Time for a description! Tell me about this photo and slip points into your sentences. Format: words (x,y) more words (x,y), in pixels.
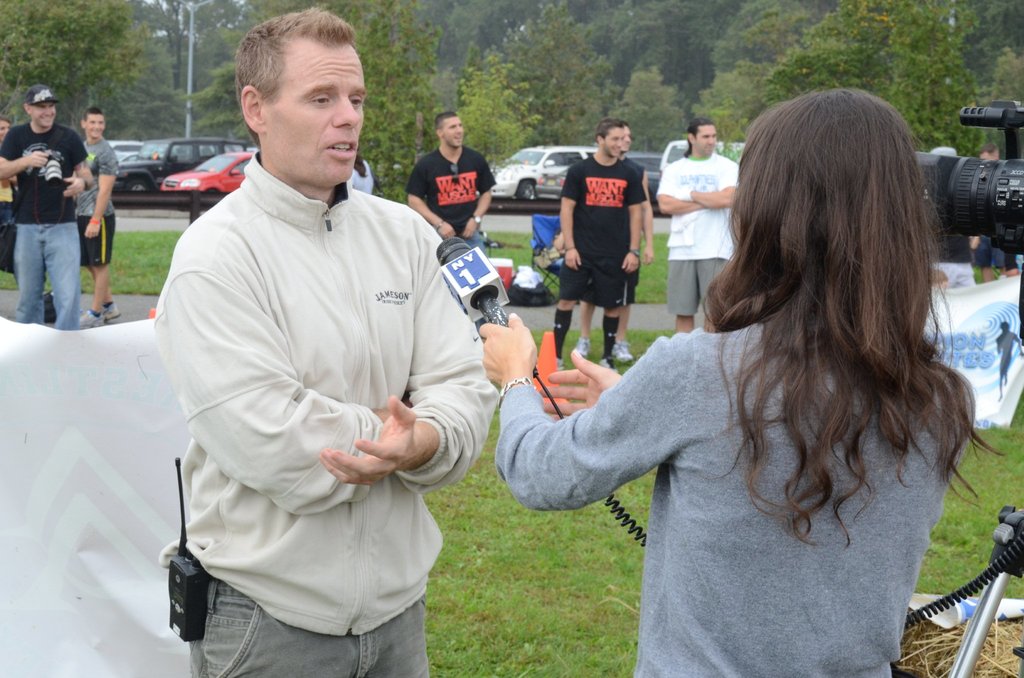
In this image there is a person (420,479) standing on the grassland (505,620). Before him there is a woman (736,383) holding a mike (470,263) in her hand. Few people (591,258) are on the grassland (492,624). Few vehicles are on the road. Right side (991,180) a camera (995,197) is visible. Background (221,30) there are few trees (76,10). Left side (50,509) there is a banner (112,482).
